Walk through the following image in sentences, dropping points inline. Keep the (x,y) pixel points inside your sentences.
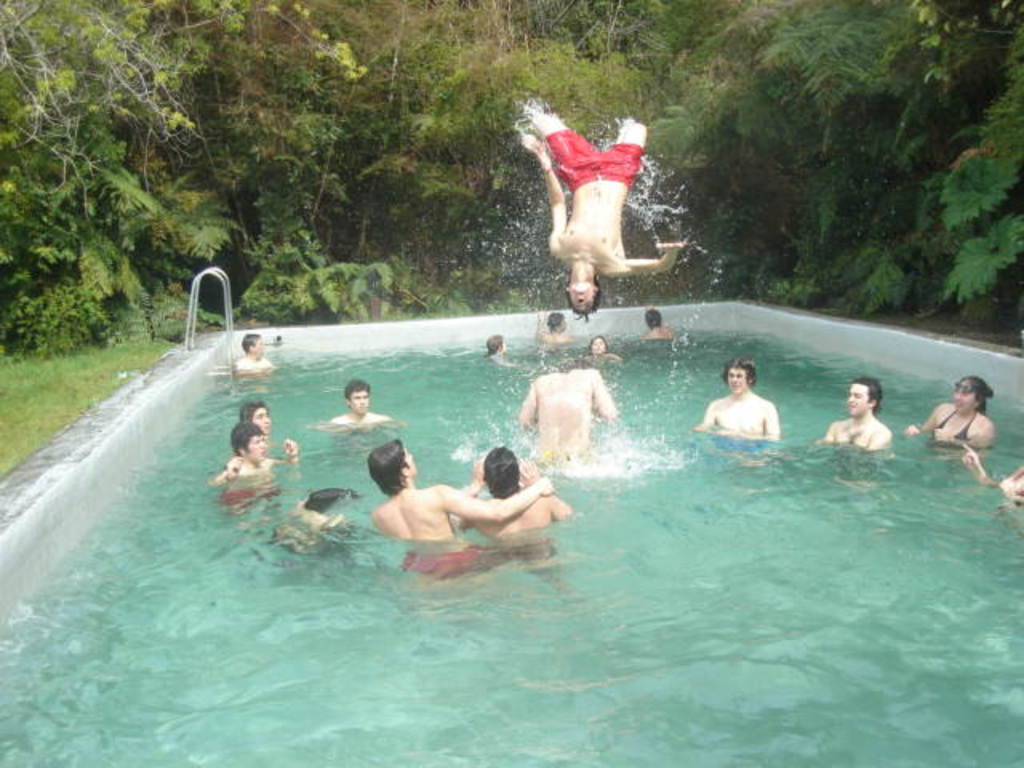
In the image we can see there are many people (492,459) in the swimming pool (408,415) and one person (606,211) is jumping. There are trees (460,148) and grass (43,409).
